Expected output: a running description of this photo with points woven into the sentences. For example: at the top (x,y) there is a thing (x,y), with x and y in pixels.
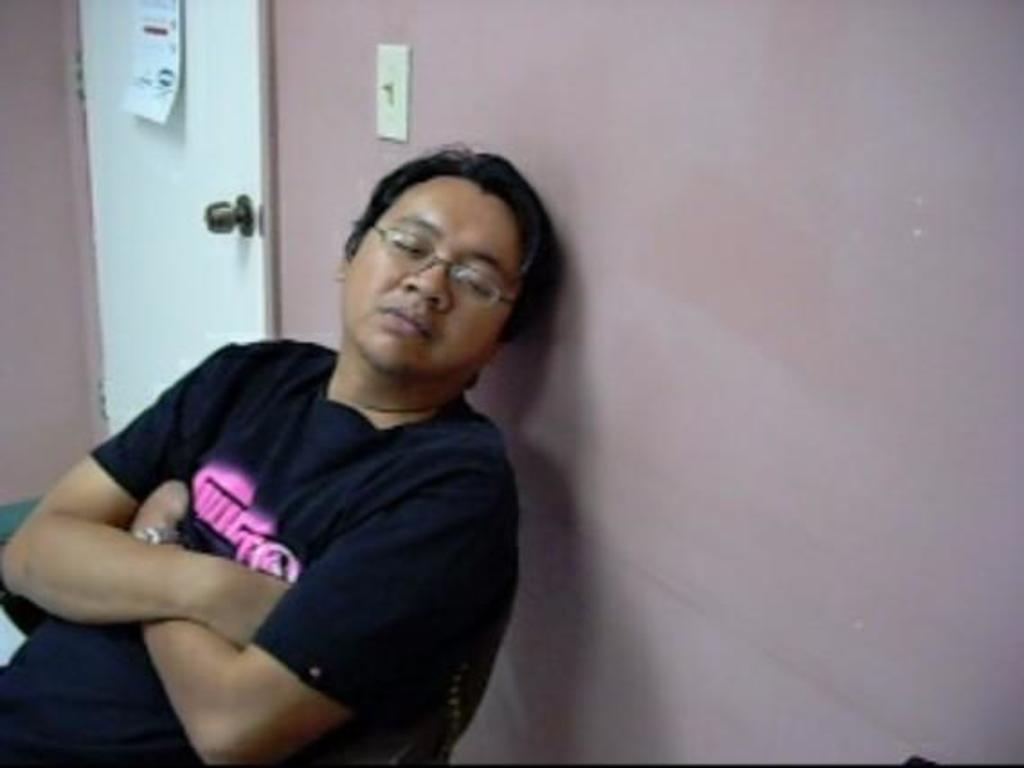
In the image we can see there is a man (438,595) sitting on chair (471,700) and he is resting his head (489,236) to the wall (576,200). Beside him there is a door (152,212).
